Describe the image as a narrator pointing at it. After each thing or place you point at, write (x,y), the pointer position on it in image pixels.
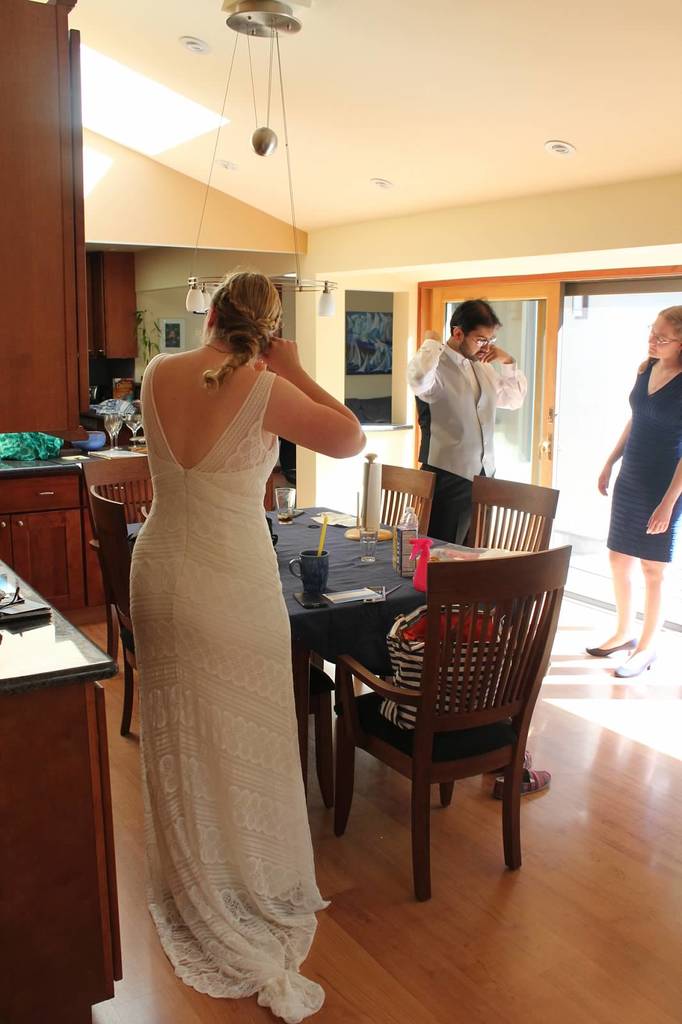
In this picture there is a woman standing and there is a person (473,322) standing over here.
